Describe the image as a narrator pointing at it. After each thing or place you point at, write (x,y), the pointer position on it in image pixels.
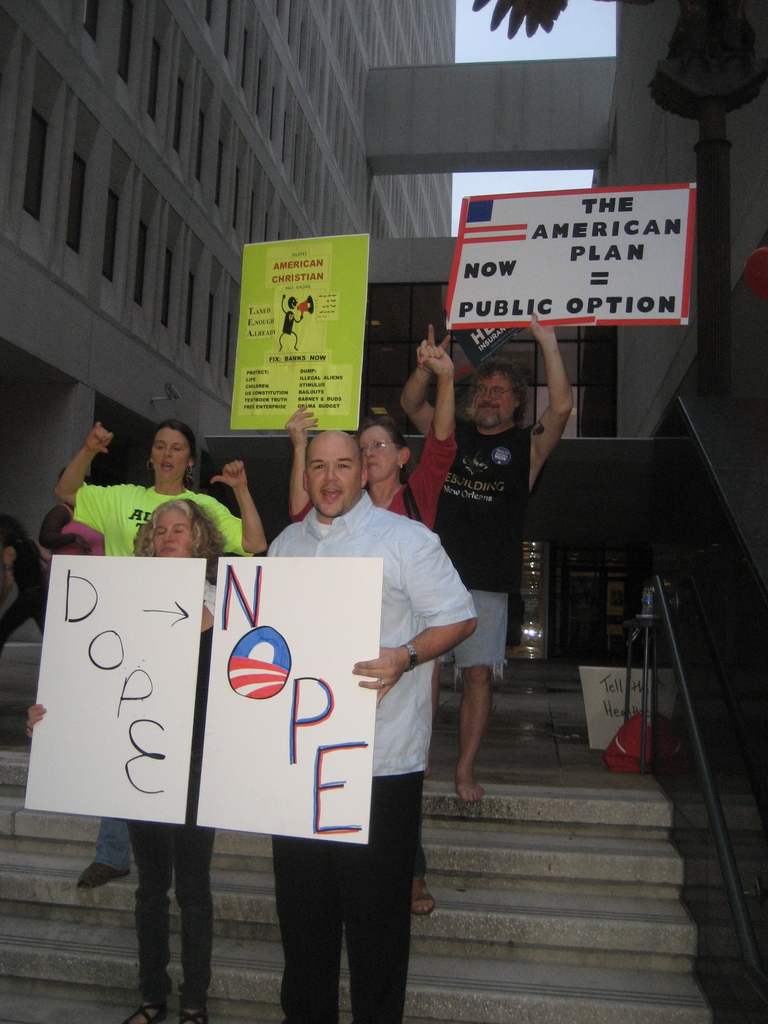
This picture describes about group of people (234,479), few people (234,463) holding placards (322,363), beside to them we can find few metal rods (647,732), in the background (228,450) we can see few buildings (419,182) and a pole (723,134).
